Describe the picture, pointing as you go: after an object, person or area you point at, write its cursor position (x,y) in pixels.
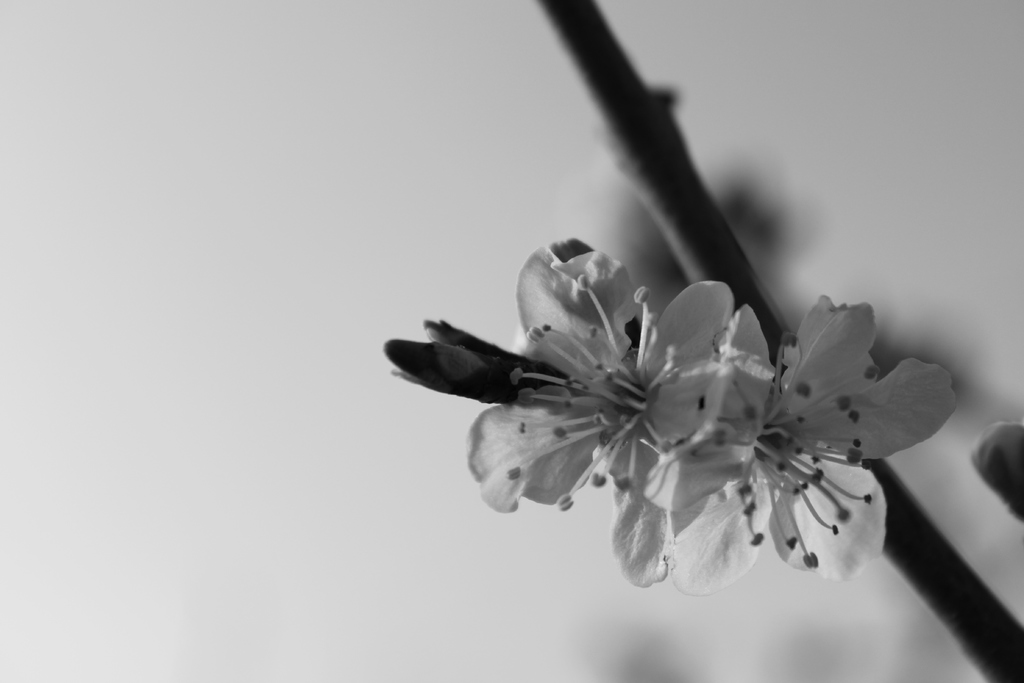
This is a black and white picture, in this image we can see some flowers (672,424) and a bud (512,367), also we can see the background (323,109) is white.
